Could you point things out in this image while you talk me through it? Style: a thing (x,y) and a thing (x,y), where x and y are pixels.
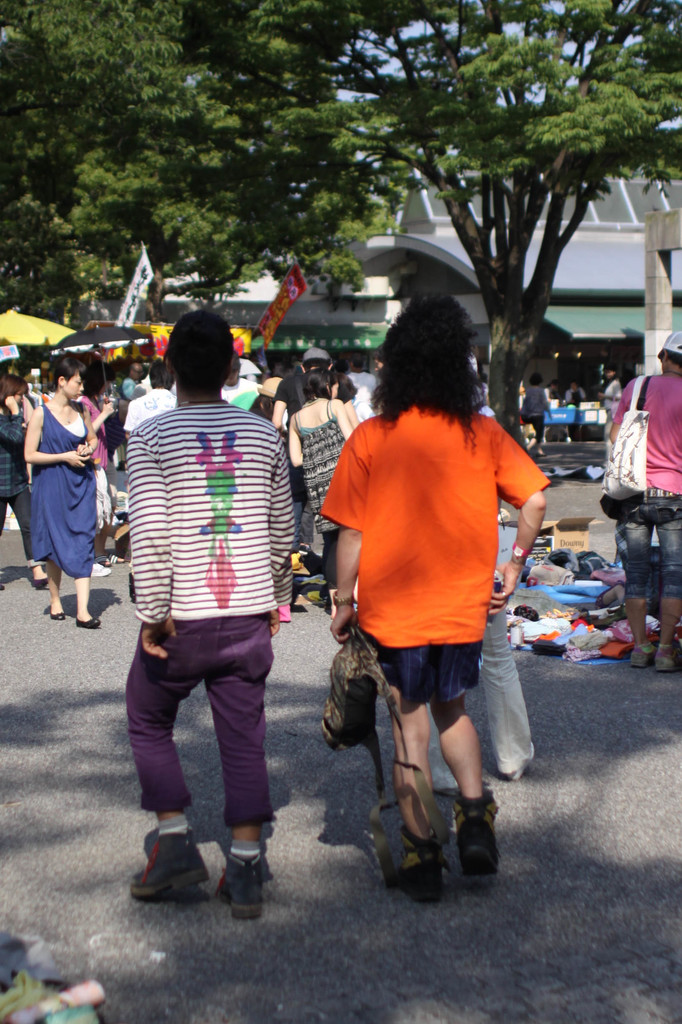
In this image, I can see a group of people (250,541) standing and few people (415,669) walking. On the right side of the image (564,657), I can see a cardboard box (554,552) and clothes (530,605) on the road (537,730). In the background (425,250), there are banners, trees (316,202) and a building (577,325). There is a person (109,416) holding an umbrella (111,327).
